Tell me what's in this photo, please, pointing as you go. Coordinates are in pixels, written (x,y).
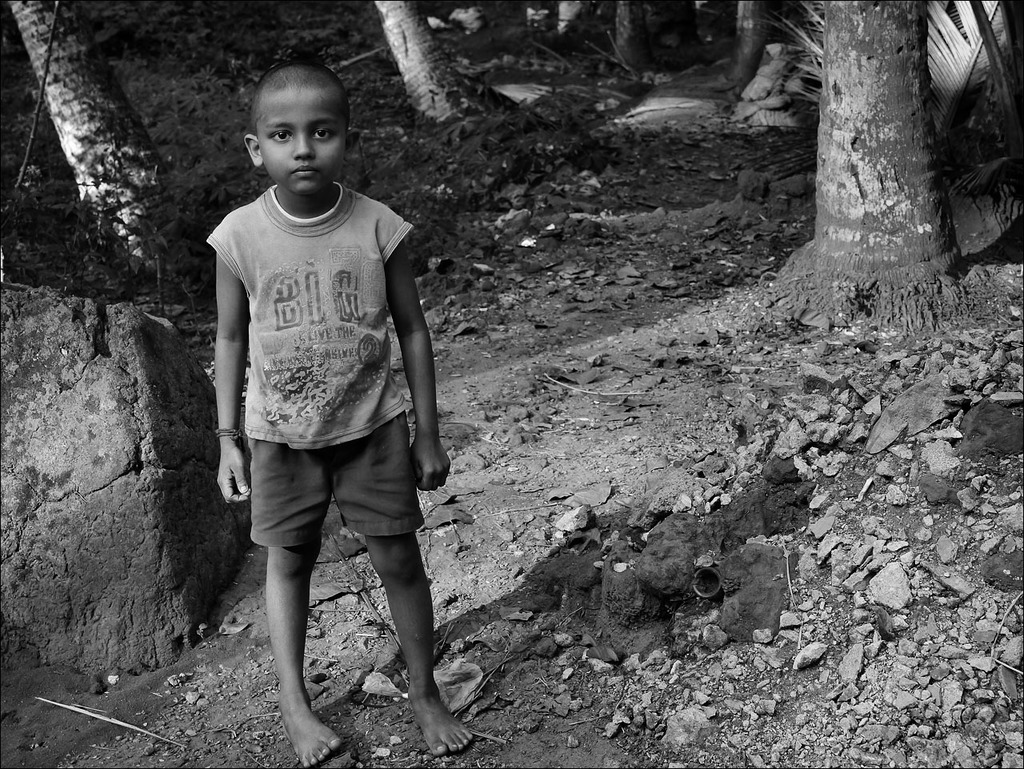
This is a black and white image. In this image we can see a child (422,570) standing on the ground (511,745). We can also see some stones (831,532), plants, the rock (164,511) and the bark (851,233) of the trees (920,39).
